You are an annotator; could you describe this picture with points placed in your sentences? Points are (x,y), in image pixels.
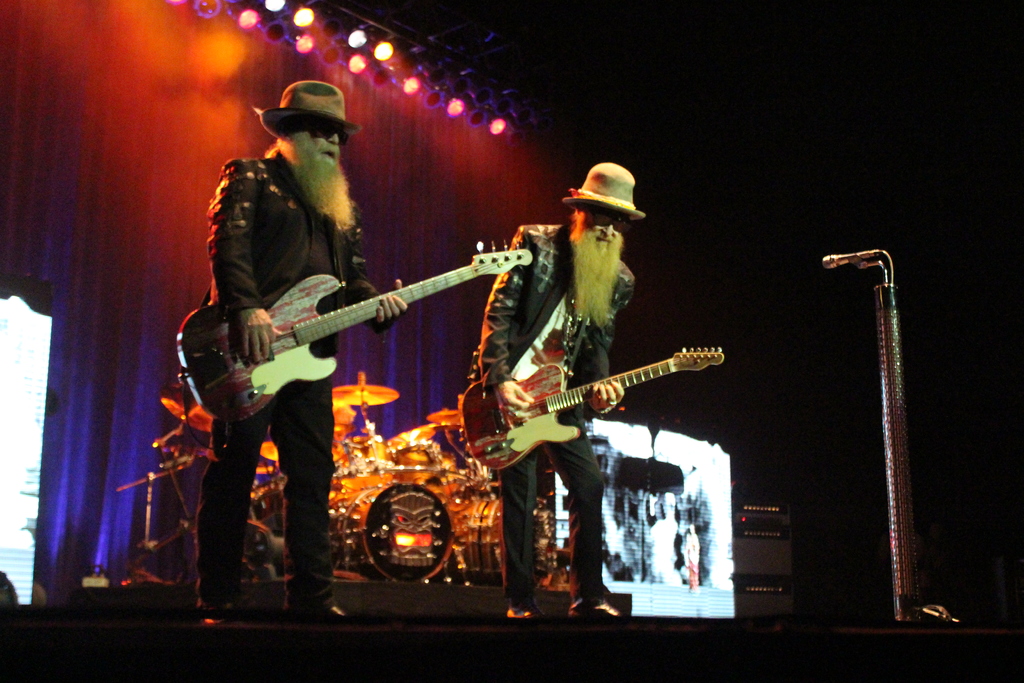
In this picture there are old men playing the guitar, they are standing on the dais (239,631). There is a microphone (911,578) in front of them. In the background (189,455) there is a drum set (415,519) behind them and a screen (707,526) placed.
